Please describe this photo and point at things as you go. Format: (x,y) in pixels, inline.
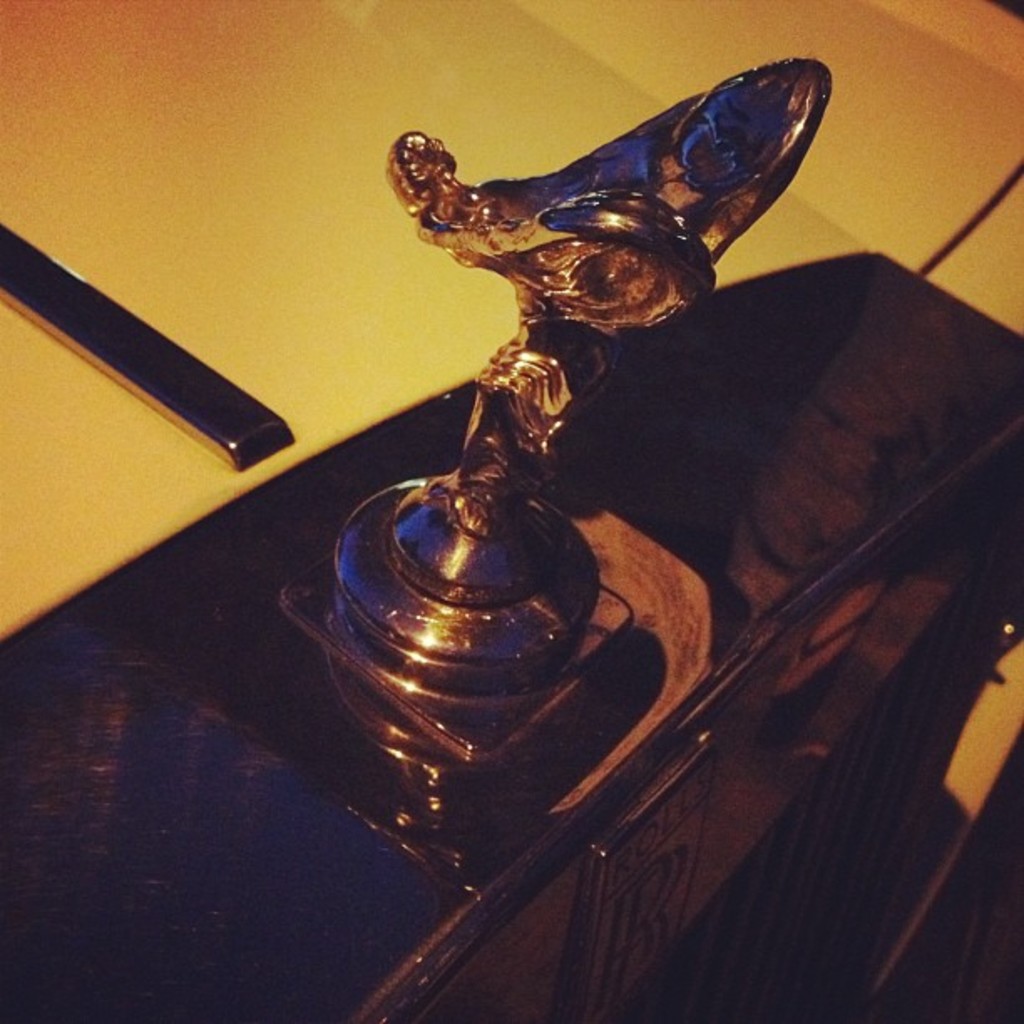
In this picture there is a vehicle (391,65) and there is text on the vehicle (474,858) and there is a sculpture (426,687) on the vehicle (434,821).
